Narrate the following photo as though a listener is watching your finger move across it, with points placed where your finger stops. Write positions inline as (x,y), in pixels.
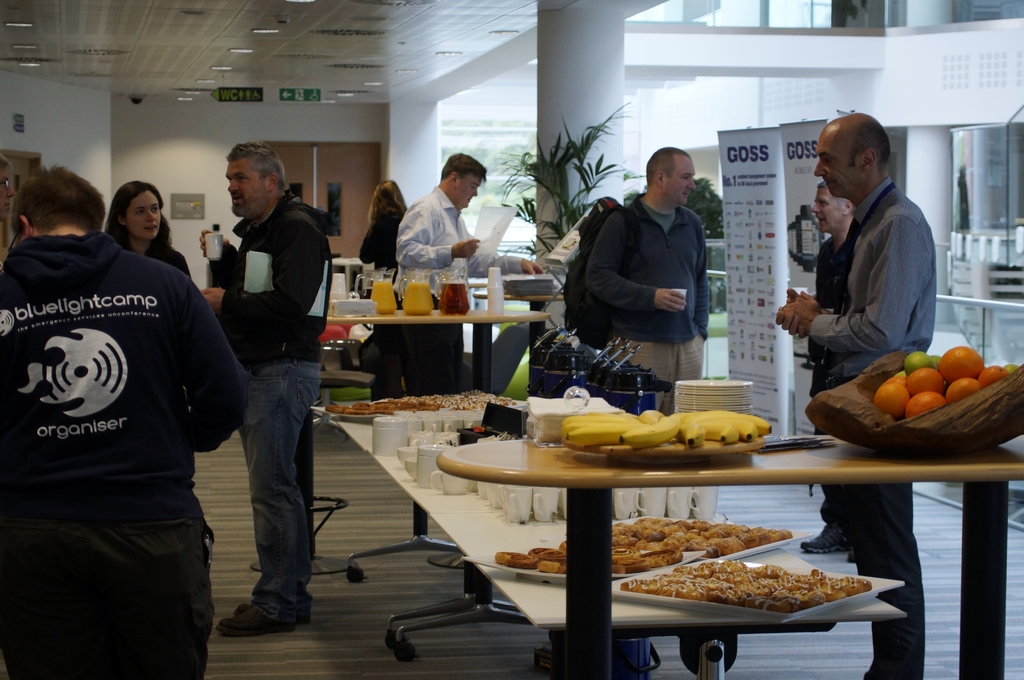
On the left side (217,436), there is group of persons (281,300) standing, near a table (431,503), on which, there are white color cups (671,496) and food items (716,591) on the trays (626,574). On the right side (763,432), there are fruits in a basket (1014,386), bananas (581,434) on the wooden plate (712,447) and papers (772,446) on the table (842,445). In the background (921,229), there are persons (905,222) standing, there are bottles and jars (453,287) on the table (481,313), there is a pillar (604,109), near pot plant (571,219), there is white wall (112,119), light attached to the roof (301,61) and there are other objects (731,204).
